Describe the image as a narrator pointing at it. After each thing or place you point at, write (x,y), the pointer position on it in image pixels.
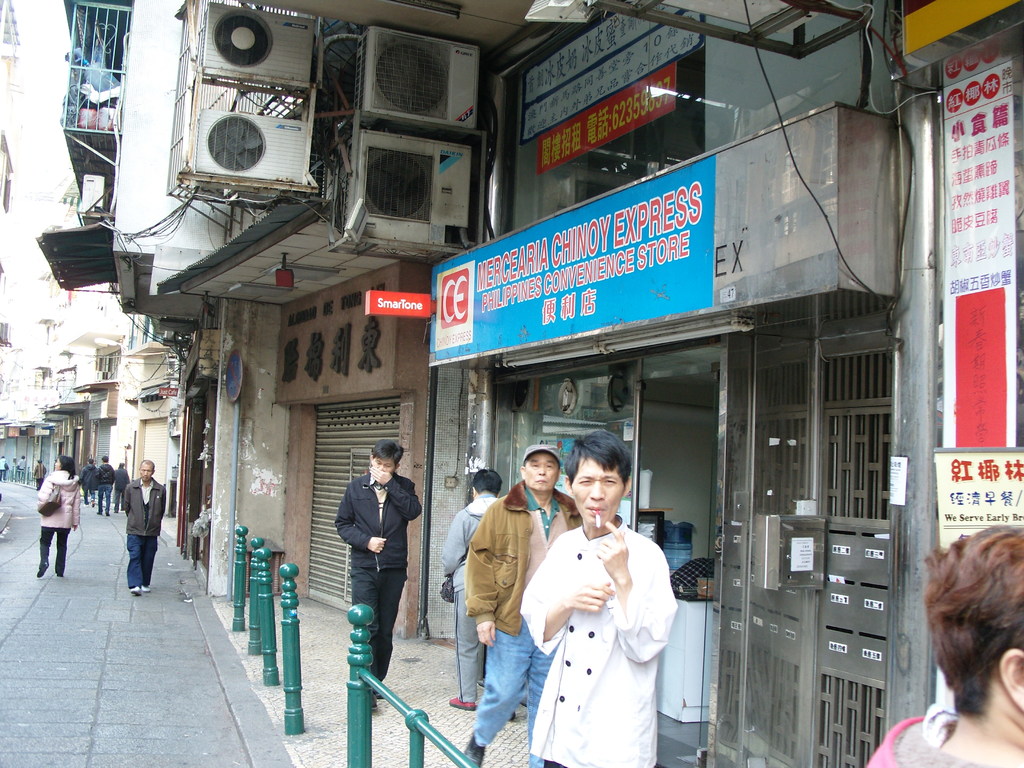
In this image we can see a group of people (452,569) standing on the ground (126,550). In the foreground (414,761) we can see some poles (239,566). In the background (241,389), we can see sign boards (237,373) with some text (598,267), a group of buildings (588,393) with windows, gates (781,633), railing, some air conditioners (396,223) and the sky (38,99).
